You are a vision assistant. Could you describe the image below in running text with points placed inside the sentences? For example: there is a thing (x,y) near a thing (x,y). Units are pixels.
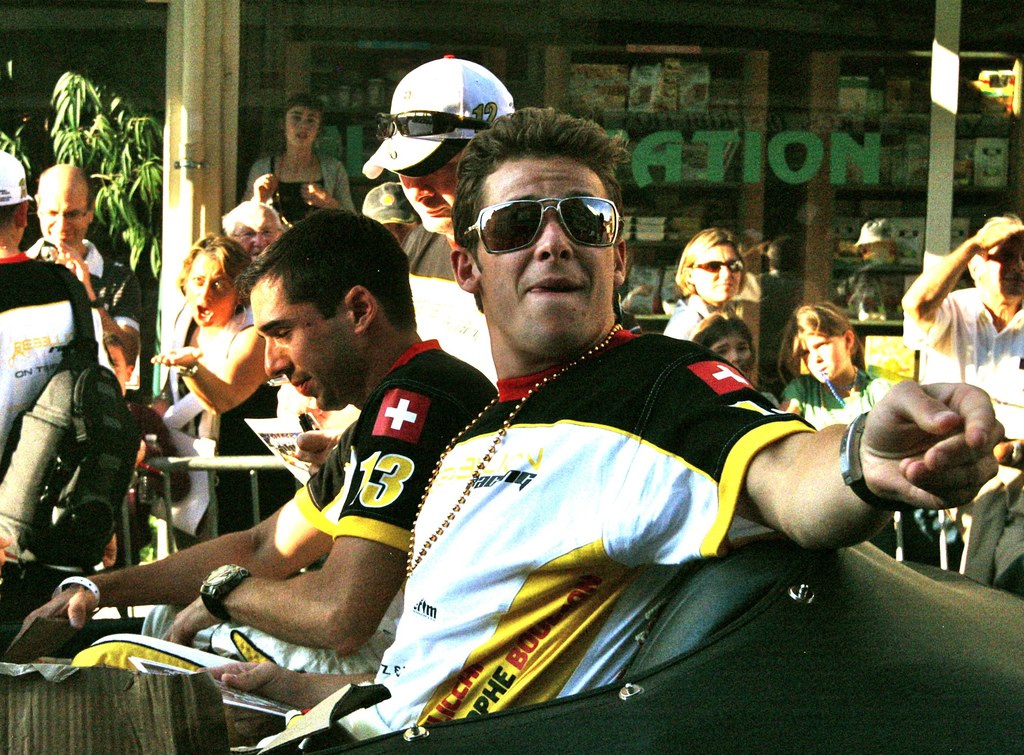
In this picture we can see a few people (372,490) are sitting and some people (440,118) are standing. There is a plant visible on the left side (115,109). We can see some text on a glass object (778,93). Through this glass object (793,82), we can see a few bottles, boxes (840,93) and other things (706,106) on the shelves (710,121).
